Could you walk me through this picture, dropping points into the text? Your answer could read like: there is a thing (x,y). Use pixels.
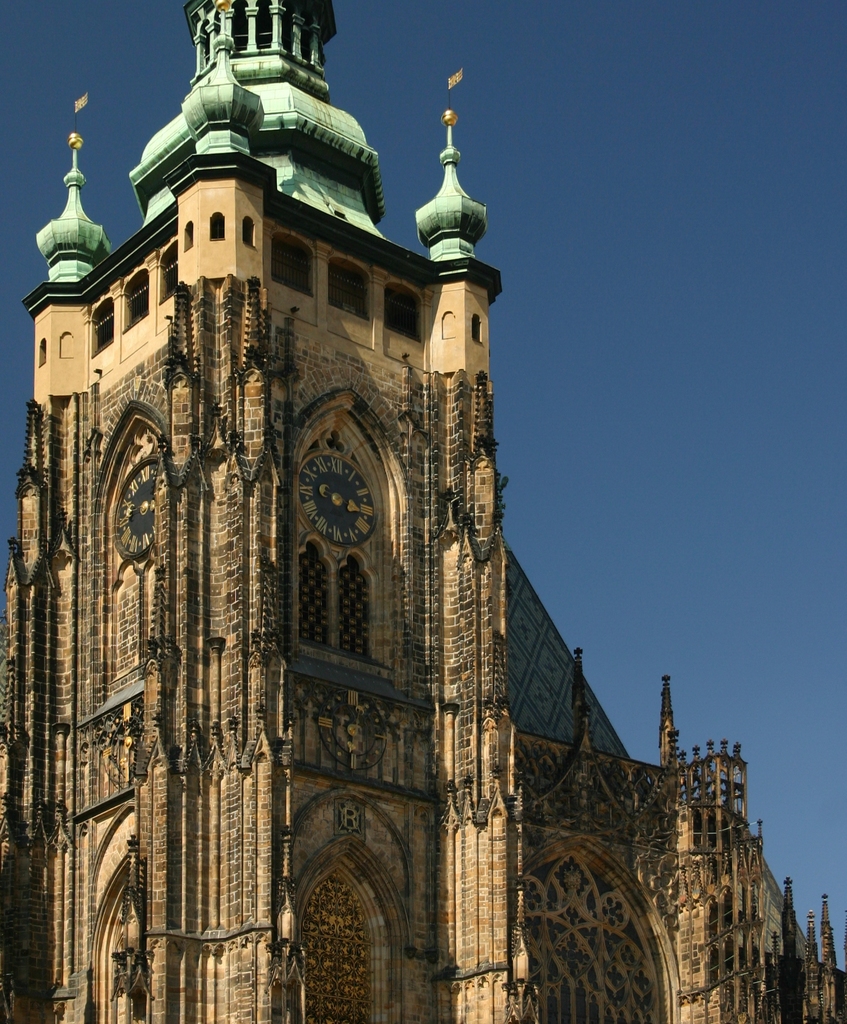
In this image there is a building (253,557), there are clocks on the building (326,570), there are flags (450,76), at the background of the image (510,293) there is the sky (640,307), the background of the image (743,440) is blue in color.
